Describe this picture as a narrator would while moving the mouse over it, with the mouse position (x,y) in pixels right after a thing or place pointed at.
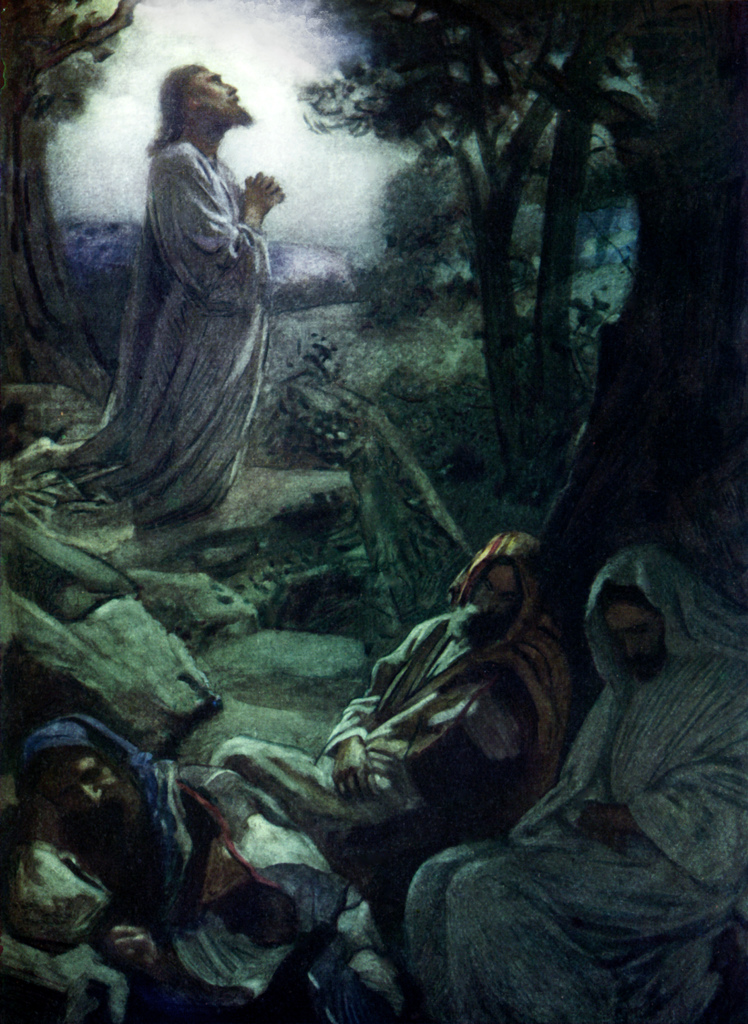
In this image I can see depiction picture of people (209,787) and of trees (59,42).
